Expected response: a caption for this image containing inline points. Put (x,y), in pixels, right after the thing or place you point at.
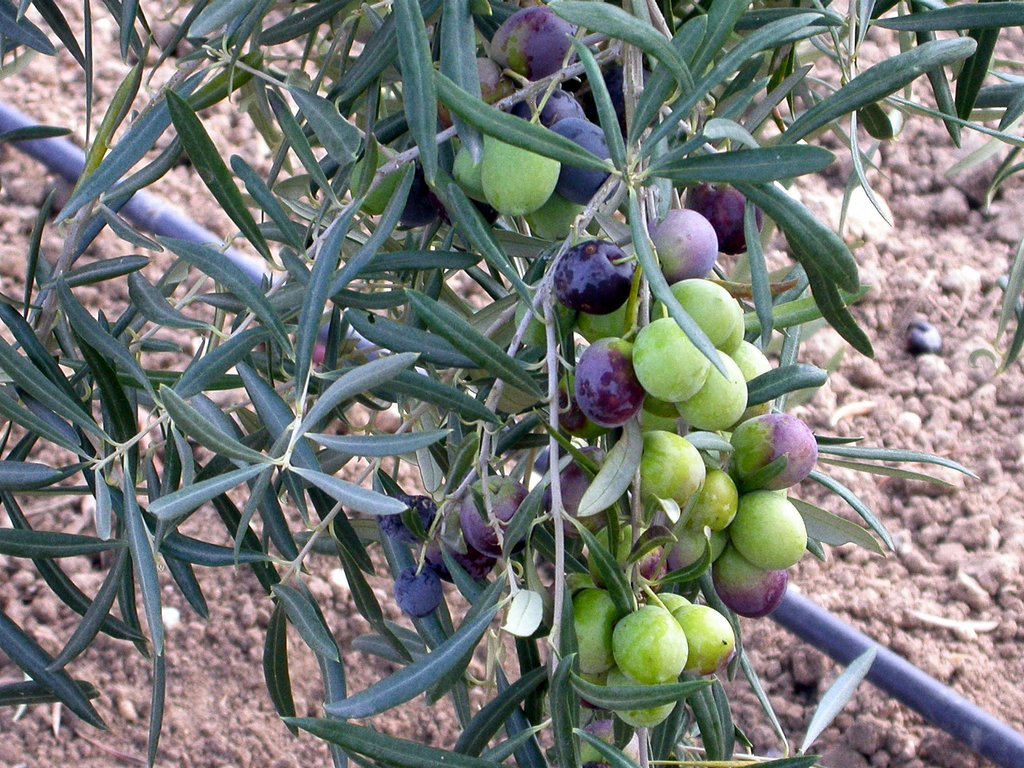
in the given picture i can see a tree (879,114) and to a tree (476,35) i can see a bunch of fruits (682,250) which are available after that i can ground (978,520) next even i can see a stone (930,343) which are available.
